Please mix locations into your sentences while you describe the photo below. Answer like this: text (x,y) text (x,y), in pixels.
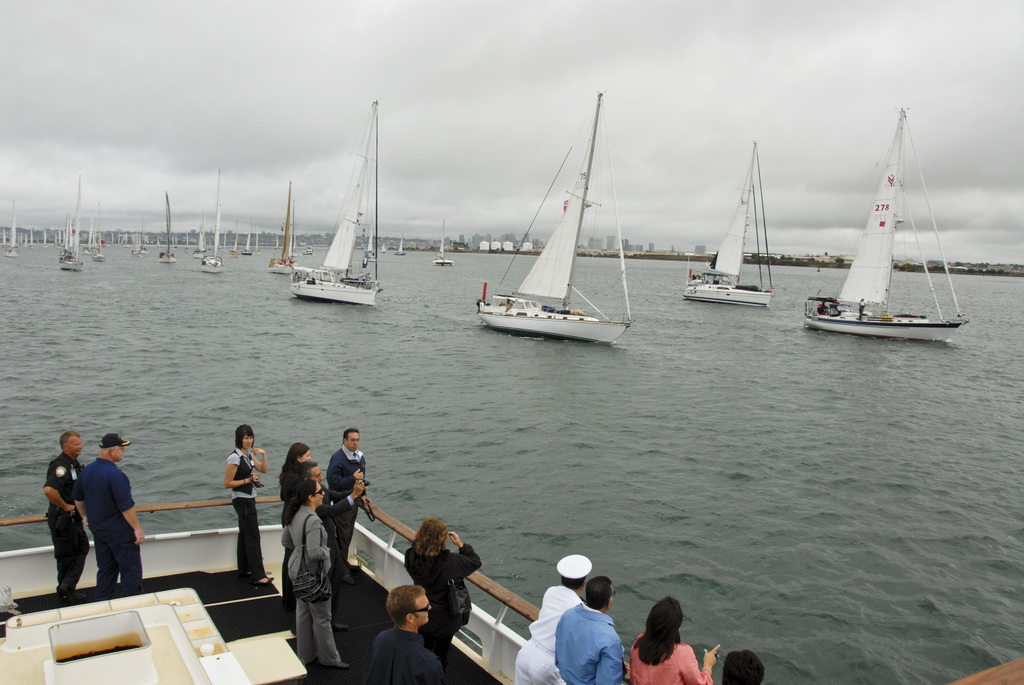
In the bottom left corner of the image (42,677) there is a boat (11,645), in the boat (11,645) few people (565,590) are standing and watching. In front of them there is water (918,531), above the water (918,531) there are some boats (880,244). Behind the boats (728,249) we can see some buildings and trees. At the top of the image (810,212) there are some clouds (264,14) in the sky (140,16).
